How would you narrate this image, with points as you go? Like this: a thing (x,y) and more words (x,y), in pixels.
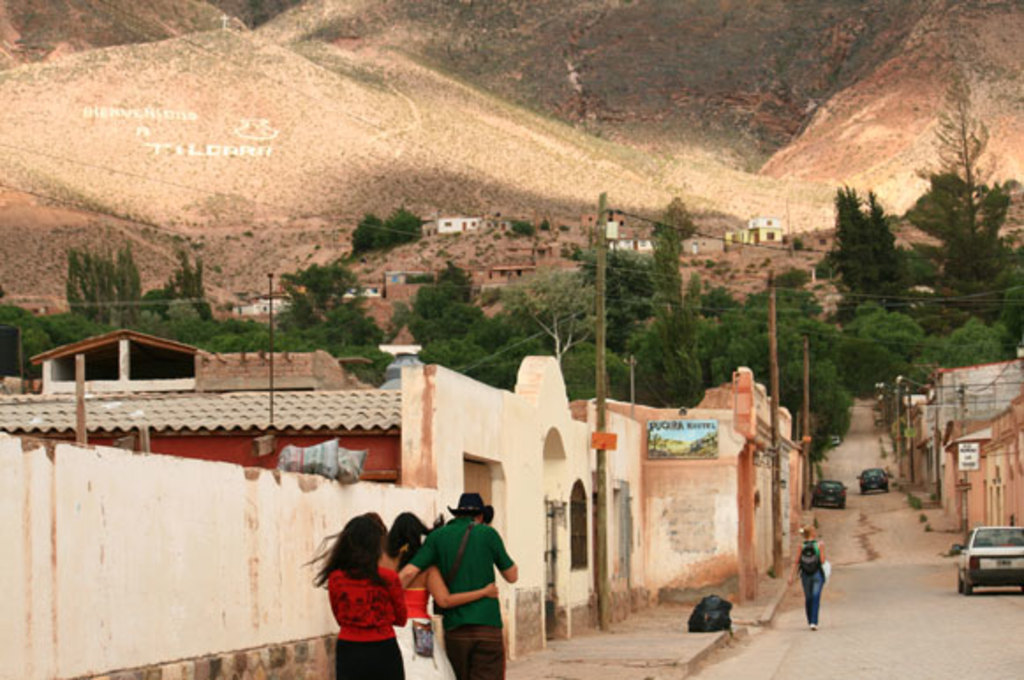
In this image we can see people (807,610) walking and their cars (973,560) on the road (864,603). In the background (576,508) there are buildings (411,345) and trees (509,309). At the top (336,120) there are hills (438,79) and we can see poles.
